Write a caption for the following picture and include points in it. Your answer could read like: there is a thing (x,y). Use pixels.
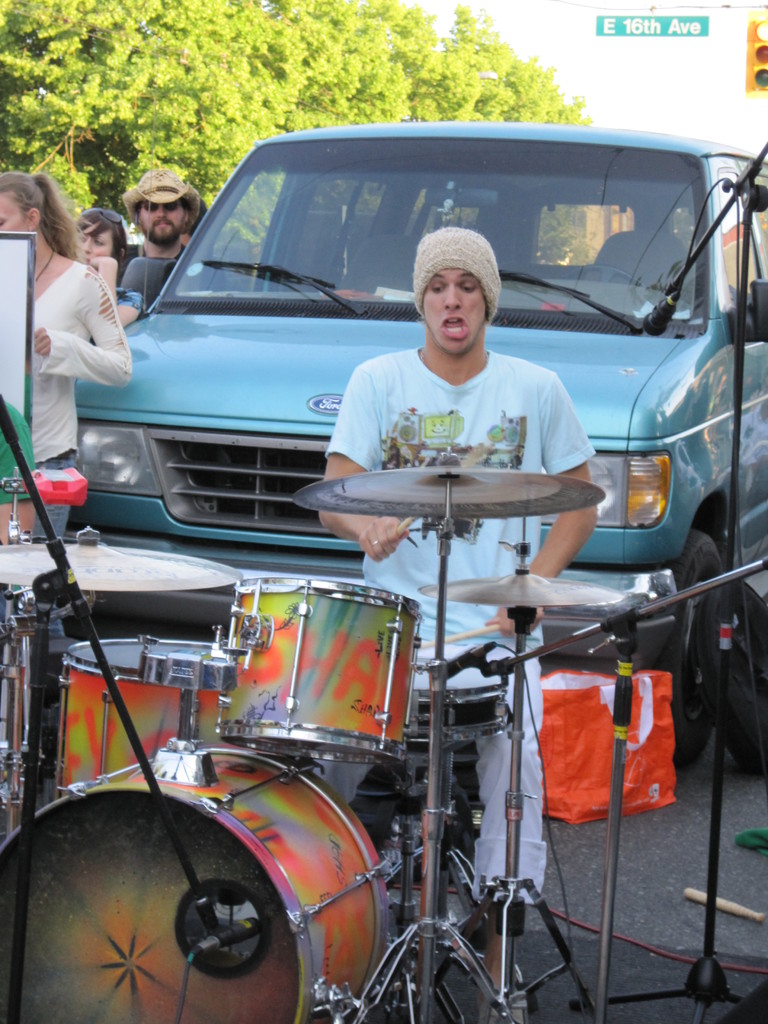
In this image we can see a person (422,306) wearing cap (457,264) is holding sticks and playing drums (369,645). In the back (303,364) there is a vehicle (550,278). Also there are few people (86,229). There are trees (304,69). Also there is a traffic signal (759,52) and a sign board (700,29).
